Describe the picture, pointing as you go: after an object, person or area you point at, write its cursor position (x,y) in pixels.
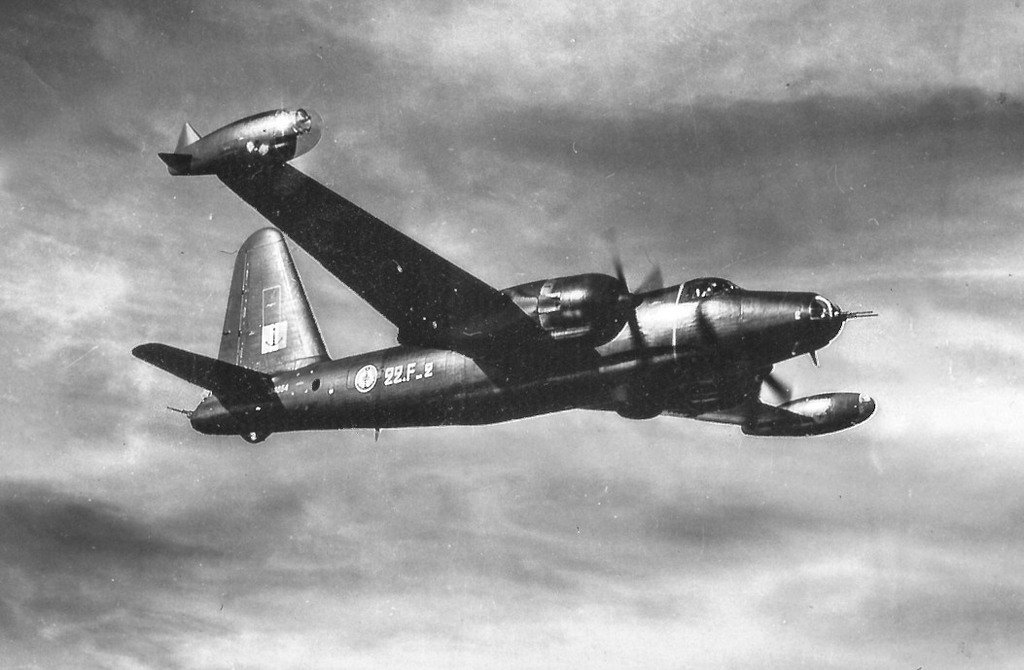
In this image I can see a black colour aircraft (612,348). I can also see few numbers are written over here and I can see this image is black and white in colour.
